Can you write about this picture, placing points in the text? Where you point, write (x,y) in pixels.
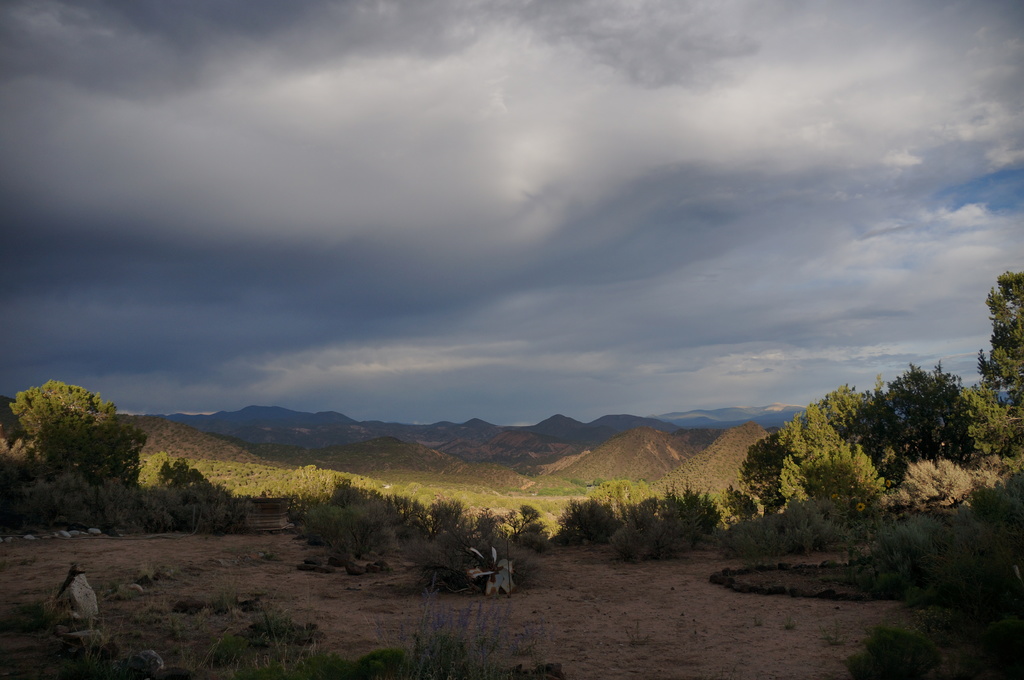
In this image there are plants (496,529) and trees (66,425) on the land (903,605). Background (357,462) there are hills (515,430). Top of the image (399,196) there is sky (457,221). Bottom of the image (213,623) there are rocks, grass (237,640) on the land (739,561).
